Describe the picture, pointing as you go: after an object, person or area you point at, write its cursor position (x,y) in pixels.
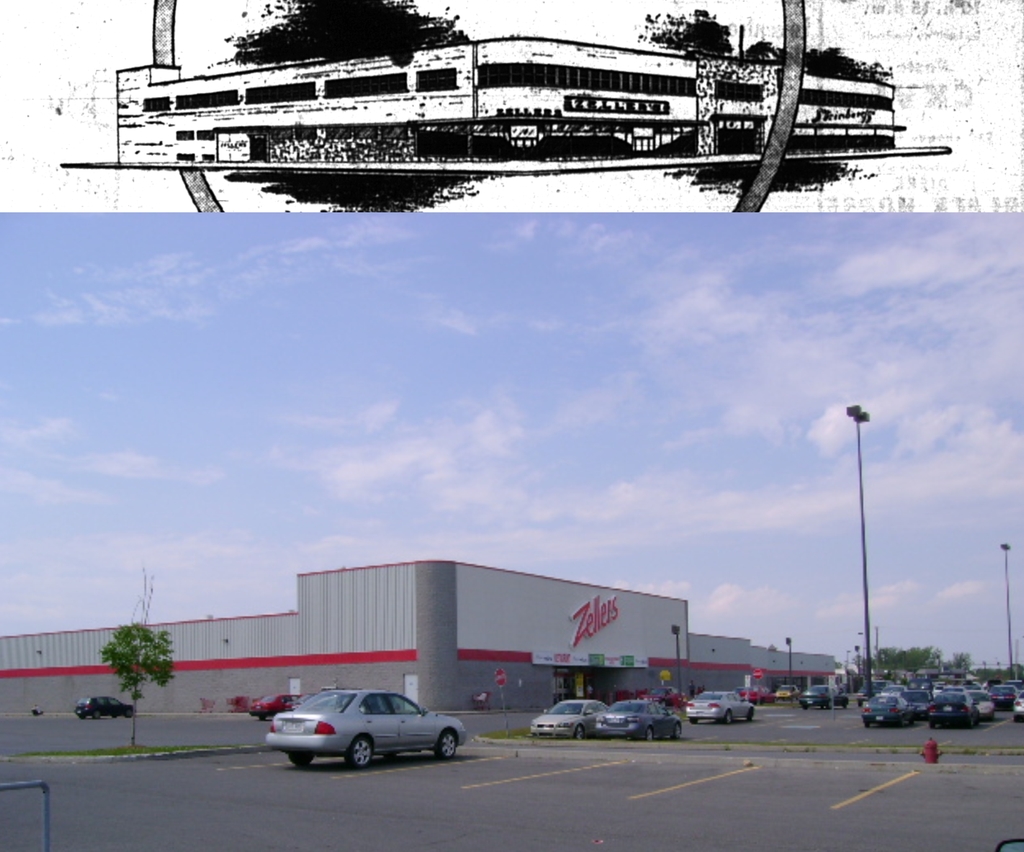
In this picture we can see a few vehicles (371,718) on the road (914,740). There is a rod (48,809) on the left side (48,809). We can see a glass object (1019,851) on the right side (1002,851). There are a few poles (1010,687), buildings (401,645) and trees (929,662) are visible in the background (535,680). Sky (406,366) is blue in color and cloudy. We can see the sketch (591,135) of a building (795,132) on top of the picture (477,178).
